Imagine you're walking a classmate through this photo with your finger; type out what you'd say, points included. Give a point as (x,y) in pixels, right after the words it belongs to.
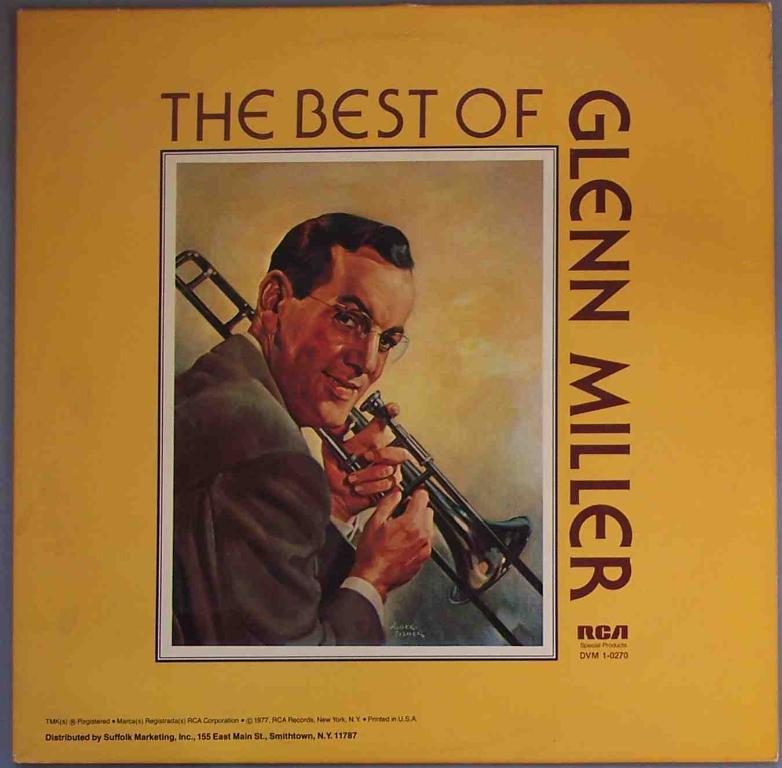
The picture consists of a poster (275,505). In the center of the poster (255,583) there is a person (291,439) holding a musical instrument (485,545). On the poster (329,121) there is text (329,121). The poster (416,116) is yellow in color.
